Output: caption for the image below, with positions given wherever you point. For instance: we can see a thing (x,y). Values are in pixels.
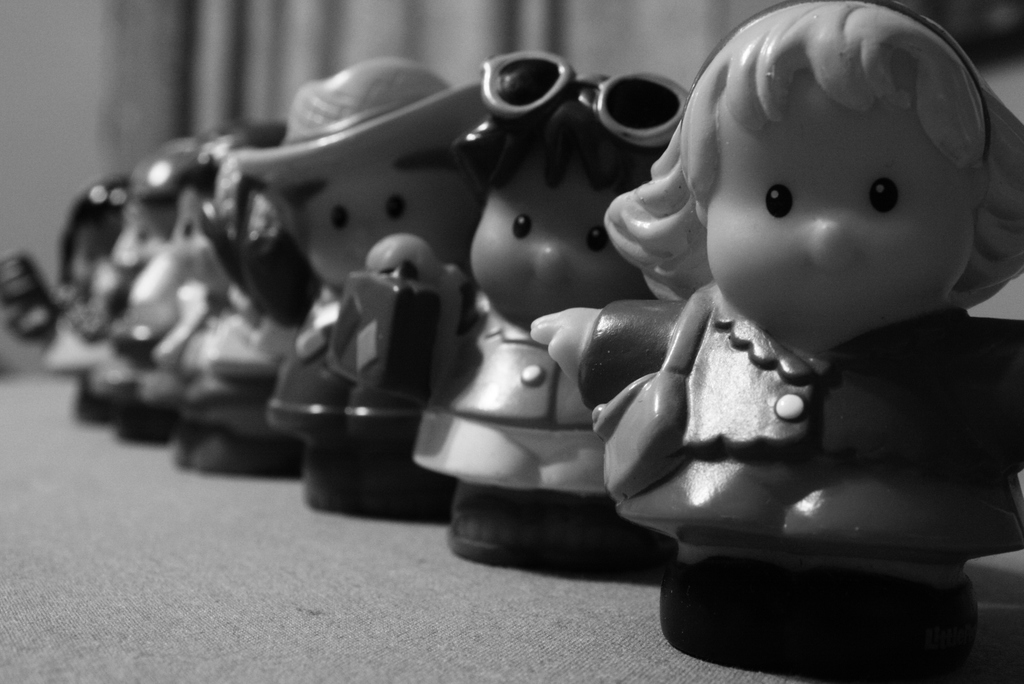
This is a black and white image. In this image we can see toys (572,436) placed on the table (260,553). In the background (254,65) there is a curtain (308,23).
